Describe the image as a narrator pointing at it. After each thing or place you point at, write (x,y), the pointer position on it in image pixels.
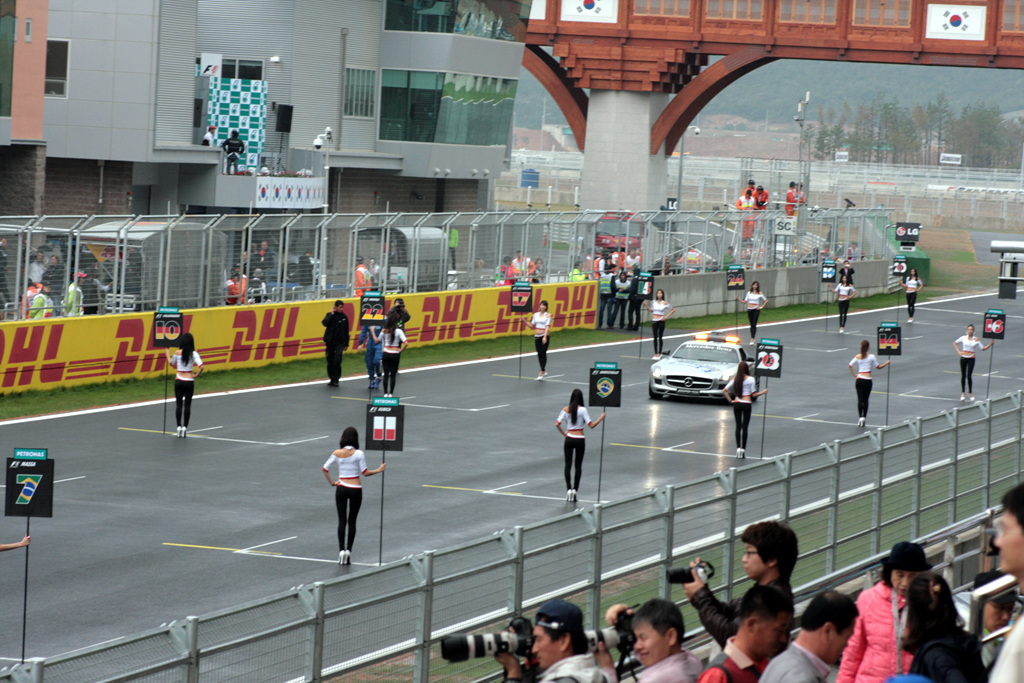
In the picture we can see a road (873,424) on the two sides of the road (813,432) we can see few women (348,453) are standing holding a poles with boards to it and in the middle of the road (893,422) we can see a car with siren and beside the road (858,427) we can see railing (202,296) on both sides and behind it we can see people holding cameras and capturing and in the background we can see a building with some glasses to it and besides we can see a pillar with bridge (923,22) and behind it we can see trees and hills (1022,90).
